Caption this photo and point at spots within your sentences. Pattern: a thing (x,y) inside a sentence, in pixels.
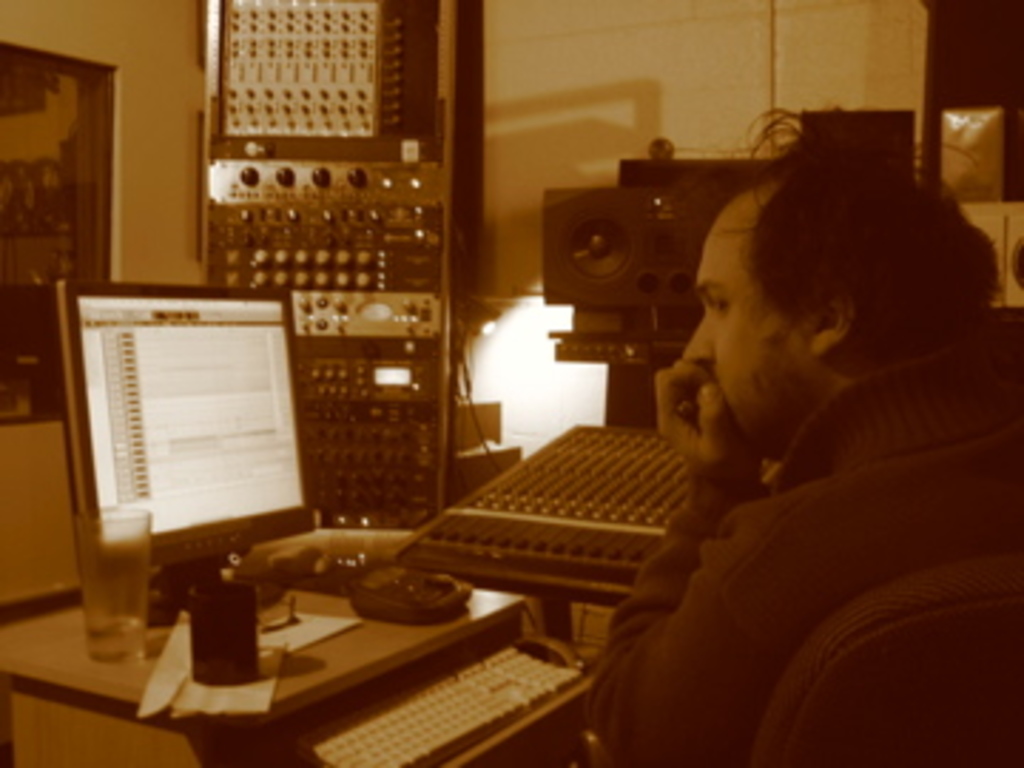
On the right side (873,326), there is a person (968,401) sitting on a chair (882,653) in front of a table (100,668) on which, there is a monitor (216,451), glass (97,645) and other objects (207,647). In the background (344,21), there are other devices (582,285) arranged and there is a poster (58,195) on the wall (184,158).
